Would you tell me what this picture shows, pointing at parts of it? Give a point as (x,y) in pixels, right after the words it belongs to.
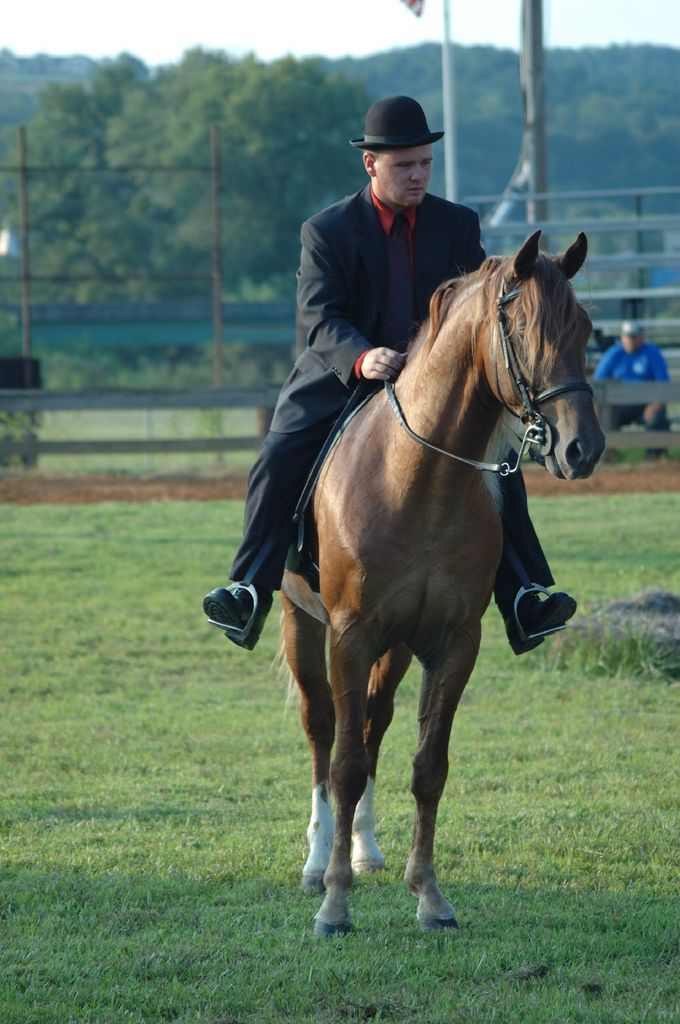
In the image we can see there is a man (368,269) who is sitting on horse (438,426), the horse (493,326) is on the ground (650,780) the ground (460,812) is covered with grass (300,768) and the man (343,372) is wearing formal suit (340,370) and he is wearing a black hat (400,121). Behind there are lot of trees (317,101).
